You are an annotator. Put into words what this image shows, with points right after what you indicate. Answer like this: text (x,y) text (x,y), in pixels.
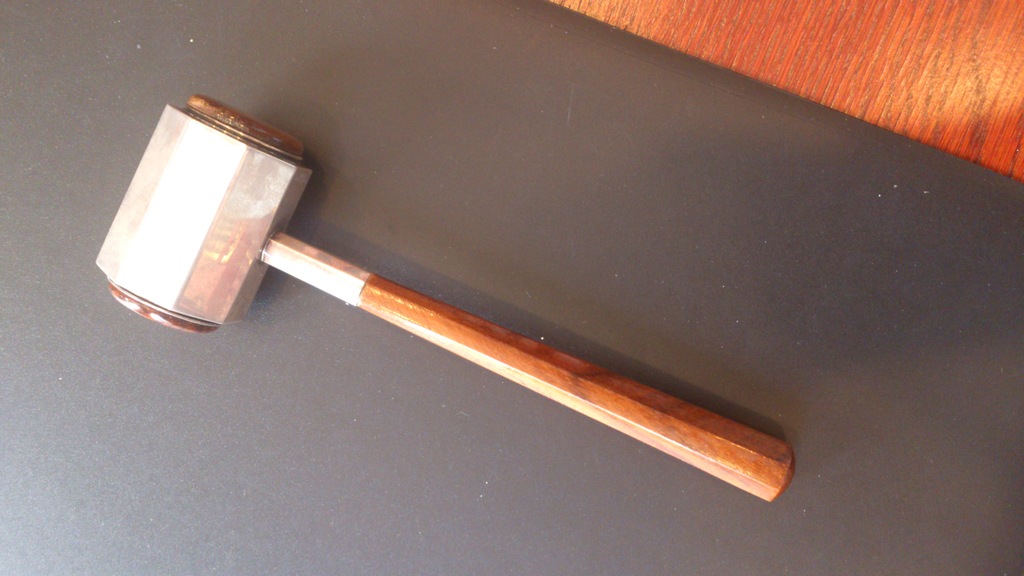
In this image there is a hammer (261,270) which is on the black colour surface (566,223) and on the top right (904,40) there is an object (855,47) which is brown in colour.
